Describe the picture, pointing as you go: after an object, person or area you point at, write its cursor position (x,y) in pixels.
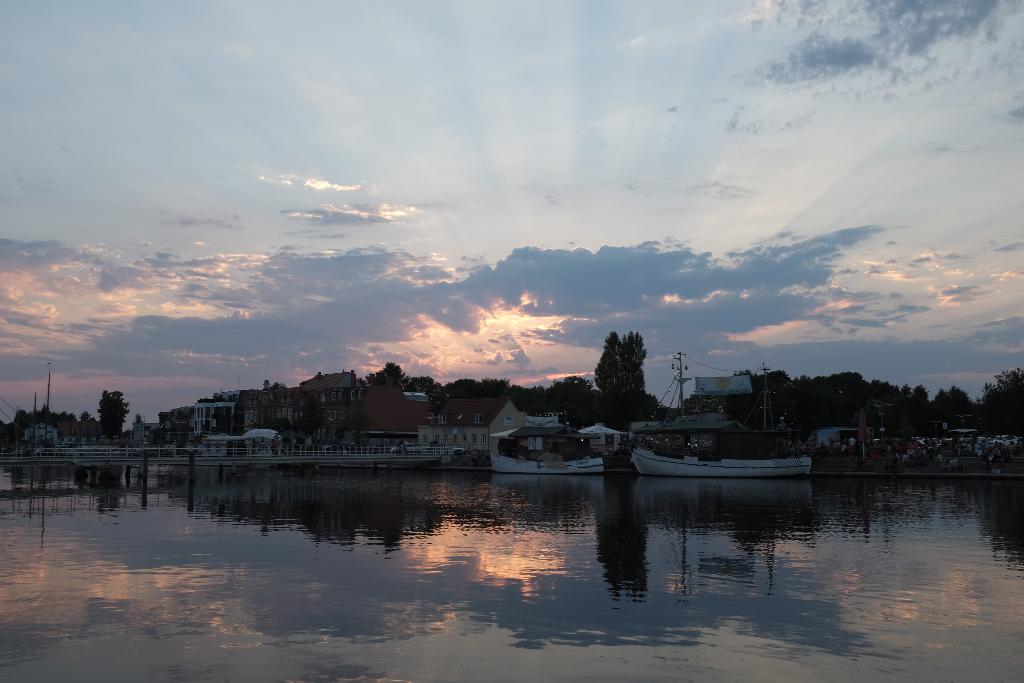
There are boats (748,454) on the water (548,535). In the background (908,415), there are trees (612,380) and buildings (357,392) on the ground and there are clouds (529,249) in the blue sky (186,53).
